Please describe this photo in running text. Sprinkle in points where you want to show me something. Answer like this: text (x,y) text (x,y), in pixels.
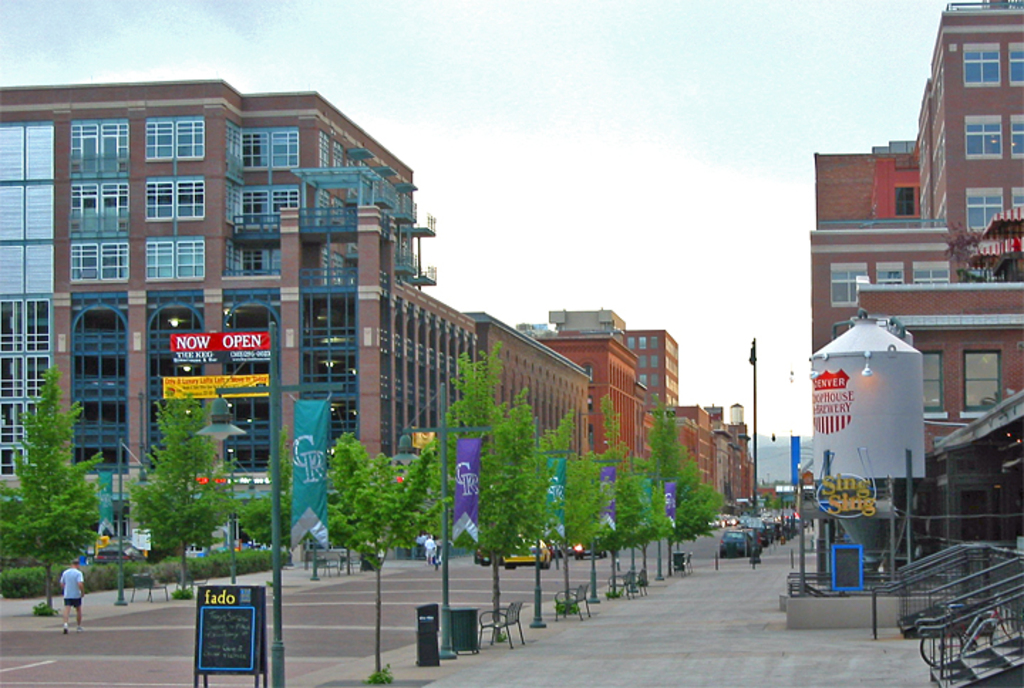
In this image we can see buildings (48,324), stairs (993,668), benches (634,577), trees (479,535), poles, people (424,546), banners (296,518), boards (241,386) and vehicles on the road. At the top of the image (645,114), we can see the sky (655,104). On the right side of the image (895,402), we can see a metal object (882,429).
